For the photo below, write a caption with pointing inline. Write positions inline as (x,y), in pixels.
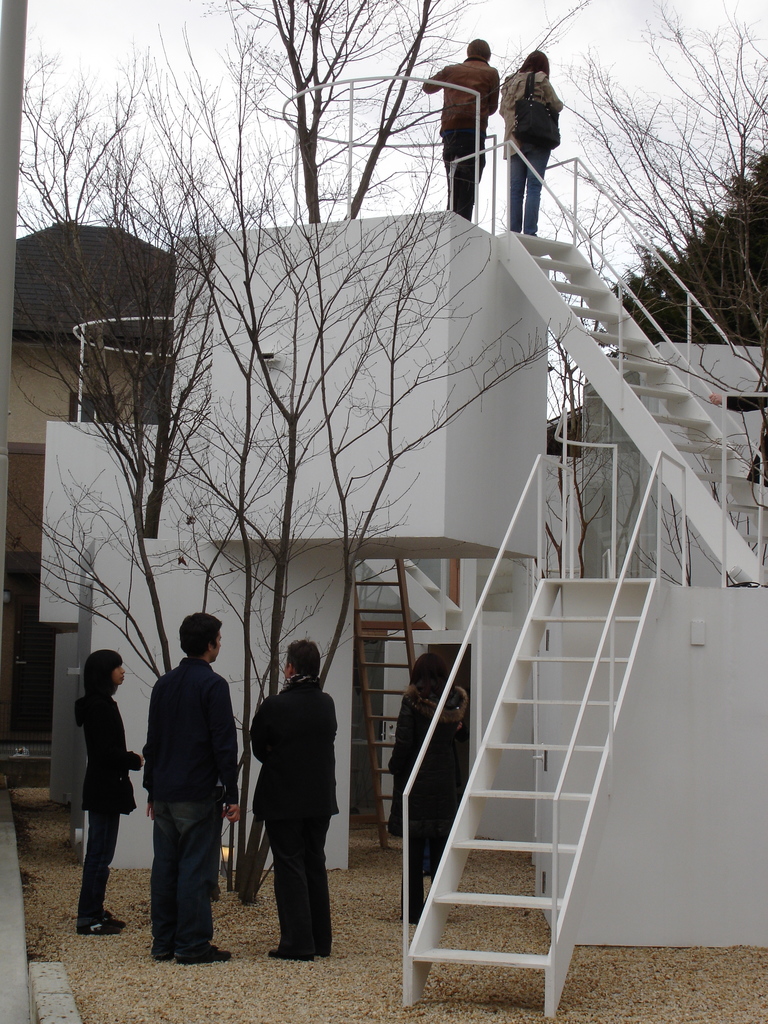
In this picture we can observe stairs (702,434). There are some people (466,164) standing in this picture. There are dried trees (306,380). We can observe a house (47,368). In the background (547,177) there is a sky (547,197).
